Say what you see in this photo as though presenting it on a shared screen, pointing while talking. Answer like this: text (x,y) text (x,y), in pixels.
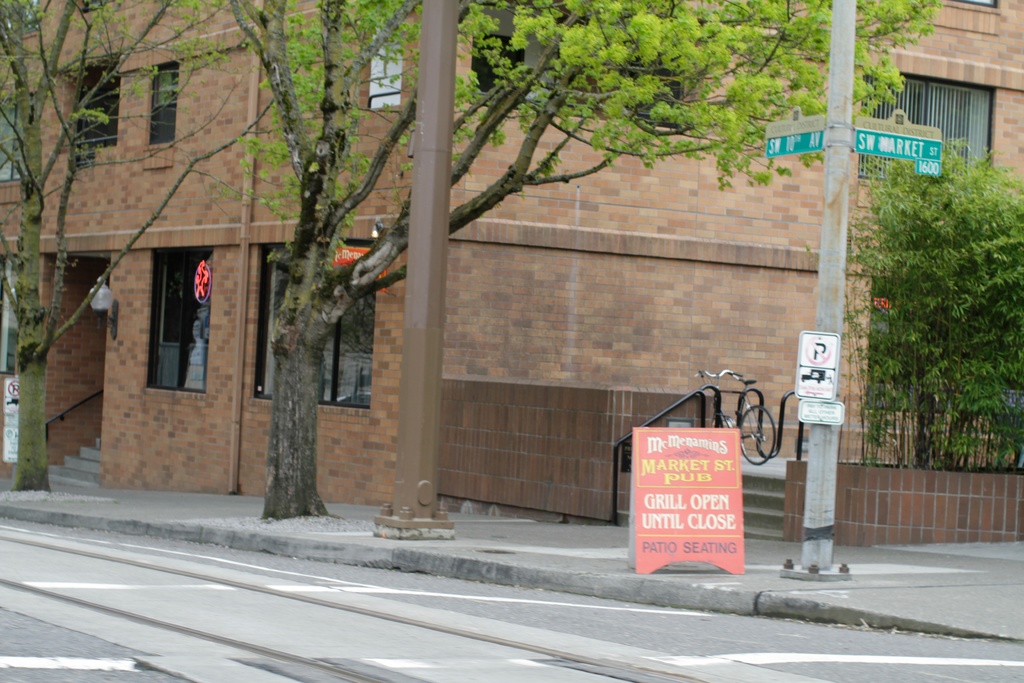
In this image, we can see a building (529,332) with walls (248,349), windows (343,344) and grill (950,125). Here we can see few stairs (78,463), rods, pipe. In the middle of the image (409,366), we can see there are so many trees (328,515), poles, posters (814,415), rods (800,444), bicycle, sign boards (890,138), boards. At the bottom (559,620), there is a road (408,656).
